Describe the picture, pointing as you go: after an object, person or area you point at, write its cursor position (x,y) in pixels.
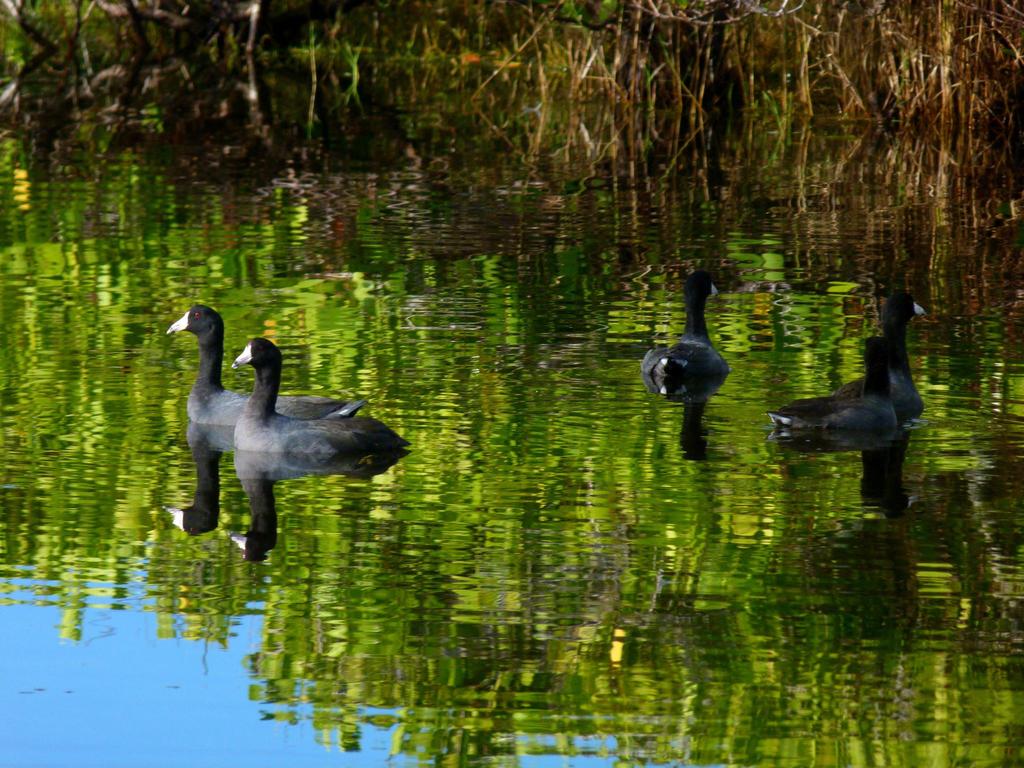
In this picture we can see some five black and grey color birds (276,349) are swimming in the small water pond (385,276). Behind there is some dry grass (551,51).
